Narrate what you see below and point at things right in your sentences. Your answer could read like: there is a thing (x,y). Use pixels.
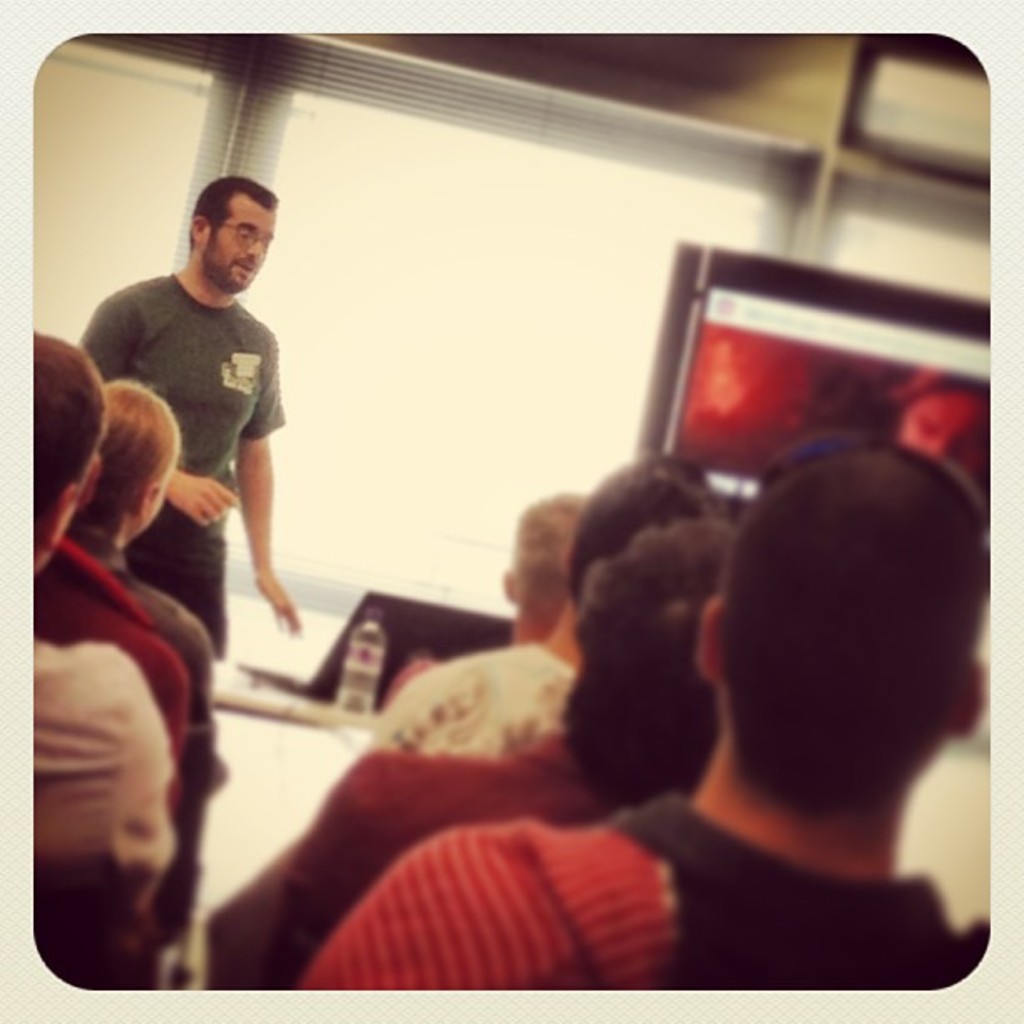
In this image we can see a few people (650,692) are sitting and one person (192,476) is standing. And we can see some objects (370,647) on the table (296,713) such as water bottle (371,641), laptops (325,681). And we can see the window (537,200).
